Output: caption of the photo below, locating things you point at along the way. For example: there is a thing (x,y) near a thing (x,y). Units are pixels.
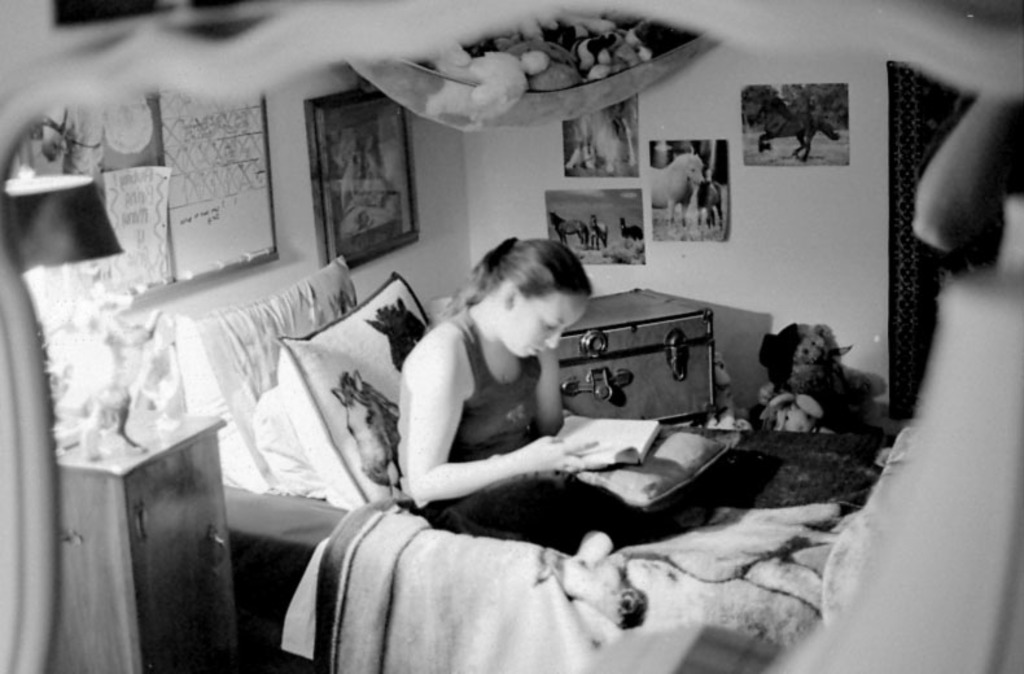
This is a picture taken inside view of a room (328,319) and a woman (413,437) sit on the bed (285,504) there are the pillows (311,382) kept on the bed (298,525) and there are the photo frames (563,134) attached to the wall (313,214) there is a left side (106,491) there is a table (106,477) and there is a lamp (52,223) and on the left side (25,235) she is studying a book (627,437) and there are the some teddy bears (811,357) on the right side (819,363).
